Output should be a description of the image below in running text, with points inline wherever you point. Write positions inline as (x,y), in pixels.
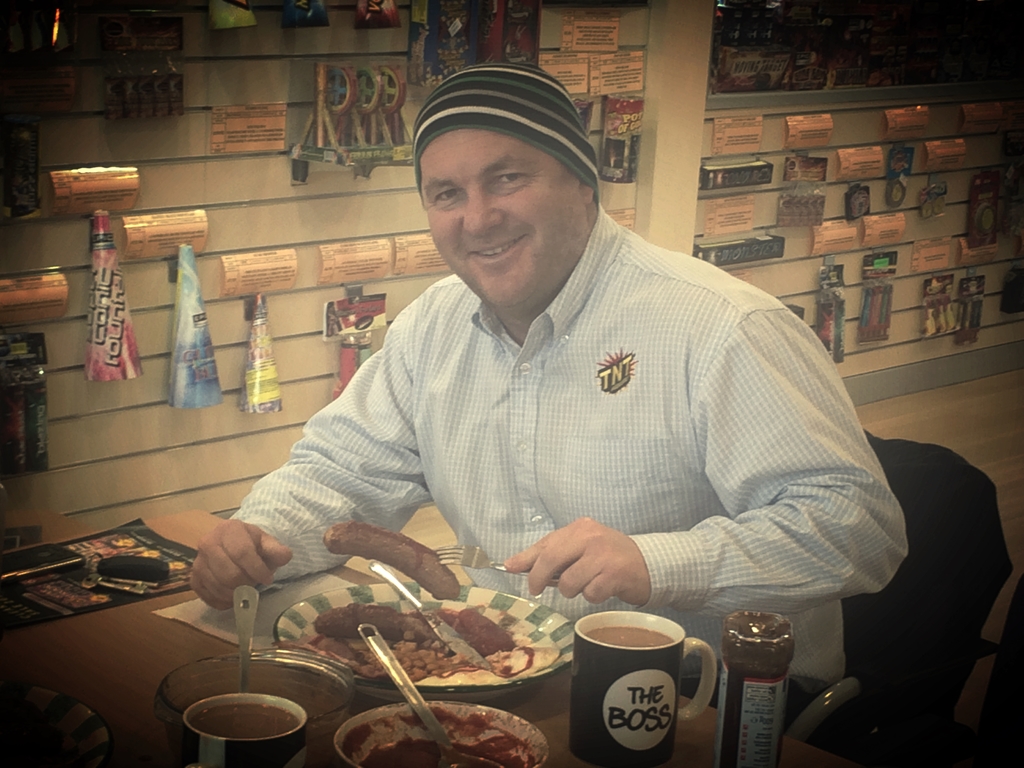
In this image there is a person (718,480) sitting on chair (910,562) besides a table (524,697). He is holding a fork (520,575) in one hand (581,574). On the table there is a plate (290,625), a cup (285,708), a bowl (335,703) and some food (472,620). He is wearing a check shirt (552,385) and a cap (508,108). In the background (765,125) there are some stickers (110,194) to a wall (257,192).
